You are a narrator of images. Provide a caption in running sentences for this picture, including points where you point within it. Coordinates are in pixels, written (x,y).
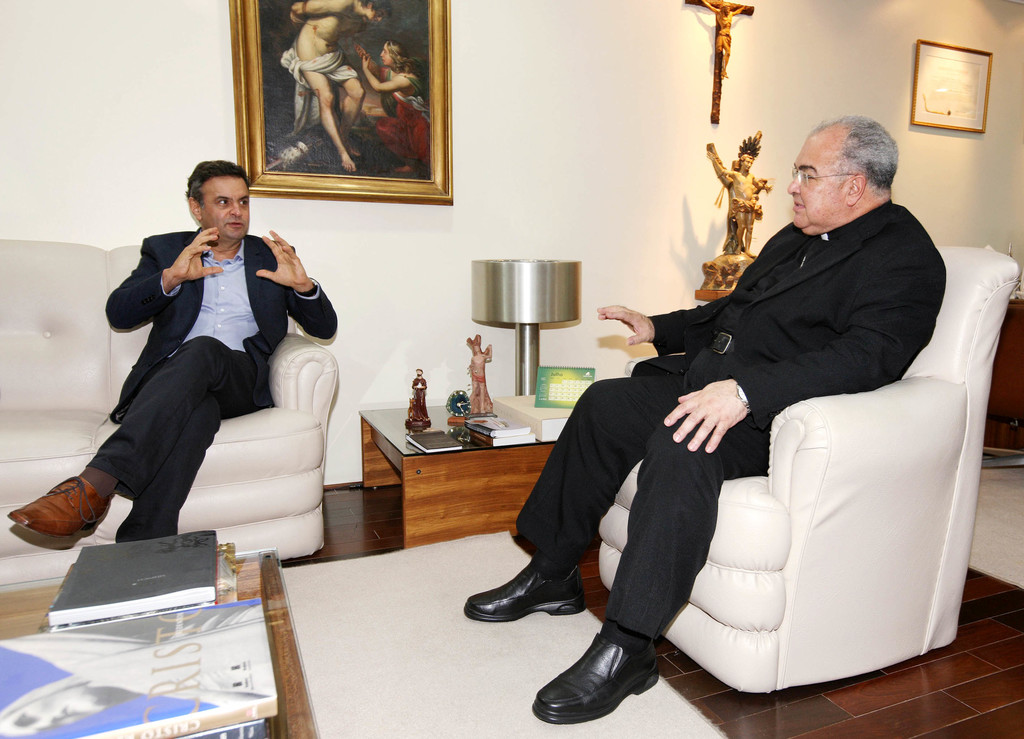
In the image there are two men (166,290) in black suits (713,483) sitting on sofa (233,519) with table (16,609) in front of them and books (160,635) on it, in the back (382,98) there are idols (743,191) and photographs (347,135) on the wall (636,102), in the middle (432,444) there is another table (455,456) with books (528,408) and lamps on it.
